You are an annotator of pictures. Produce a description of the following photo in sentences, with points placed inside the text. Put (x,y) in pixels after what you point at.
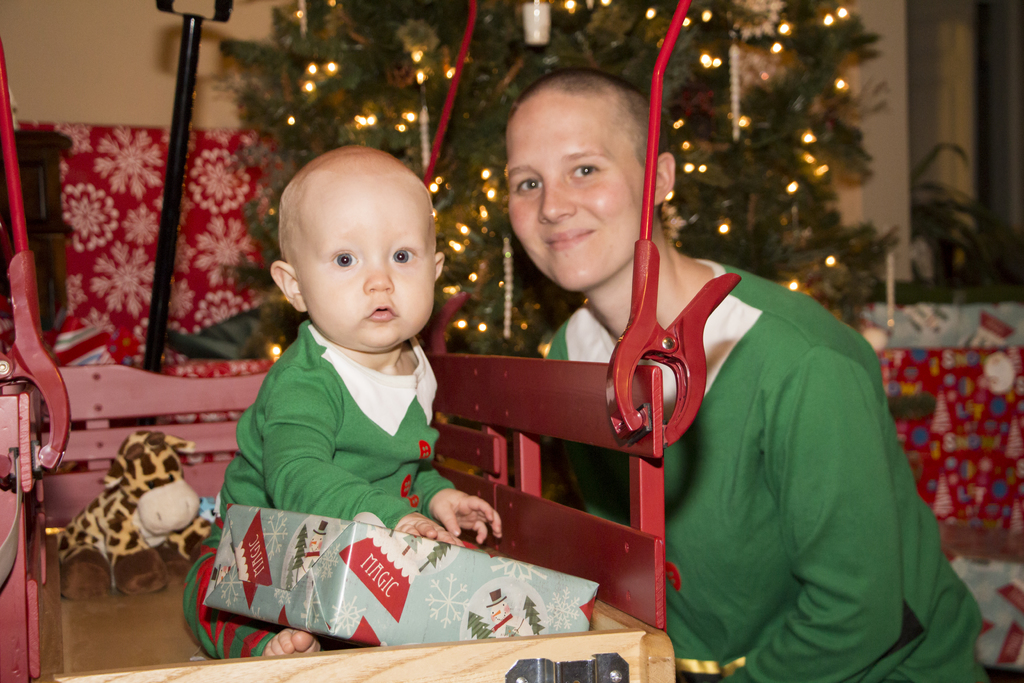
In this image we can see two persons (574,224). One baby (386,276) is wearing green dress (313,430) is holding a box (415,570) in his hand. In the background (440,41), we can see a tree (454,41), pole (171,163), a doll (145,487) placed on the wagon (132,607).
